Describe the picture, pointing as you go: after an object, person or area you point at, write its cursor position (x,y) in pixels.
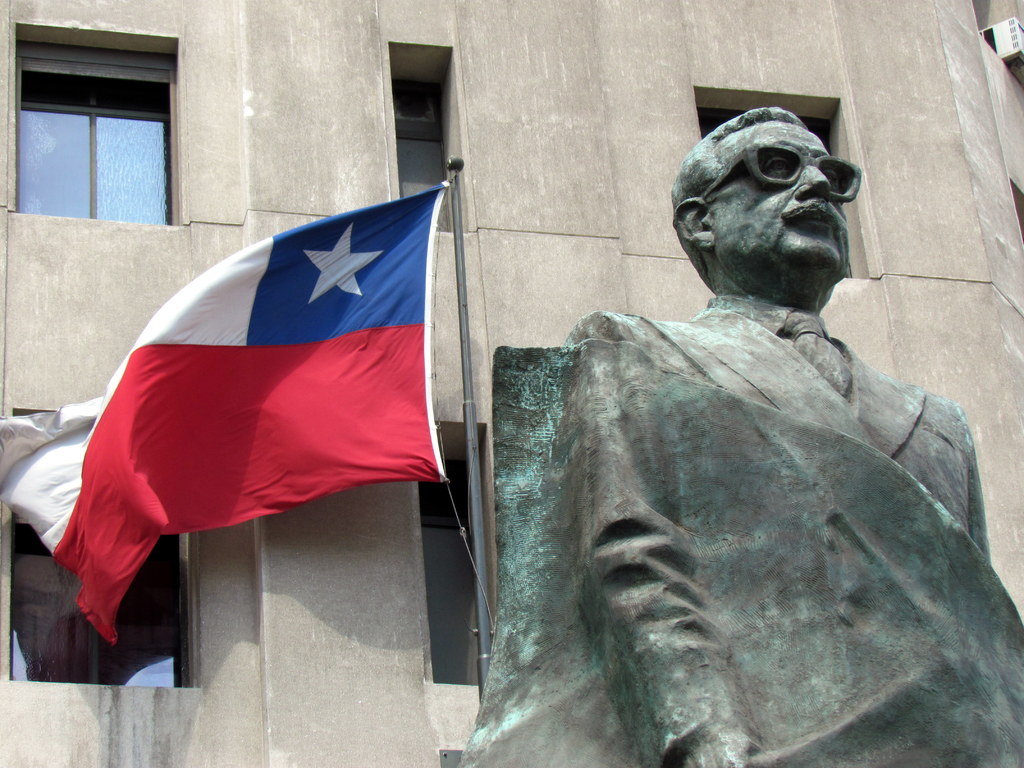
In this image in the foreground (536,684) we can see a statue (529,645) and on the left side (191,346) we can see a flag (395,463), in the background (393,66) we can see many windows (76,64).
